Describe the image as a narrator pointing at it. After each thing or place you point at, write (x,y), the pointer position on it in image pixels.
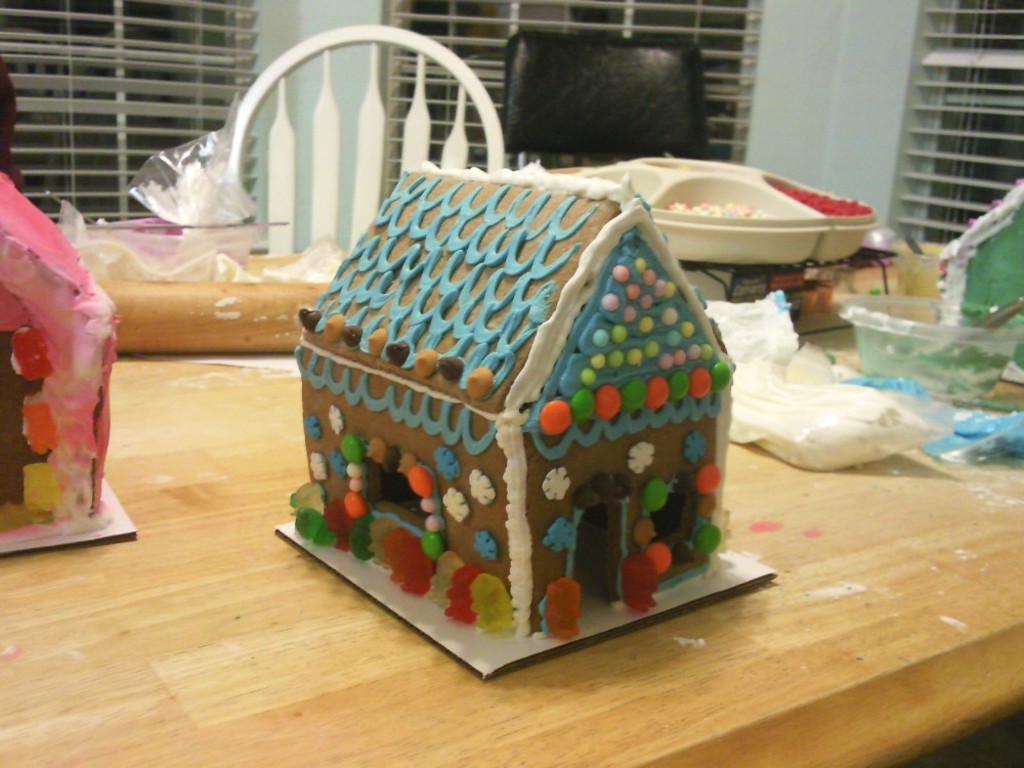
In this image I can see few house cakes (580,346). I can see a bowl (928,351), tissues (796,354) and few objects (800,295) on the brown table (699,621). Back I can see few windows (670,10) and wall (802,118).
